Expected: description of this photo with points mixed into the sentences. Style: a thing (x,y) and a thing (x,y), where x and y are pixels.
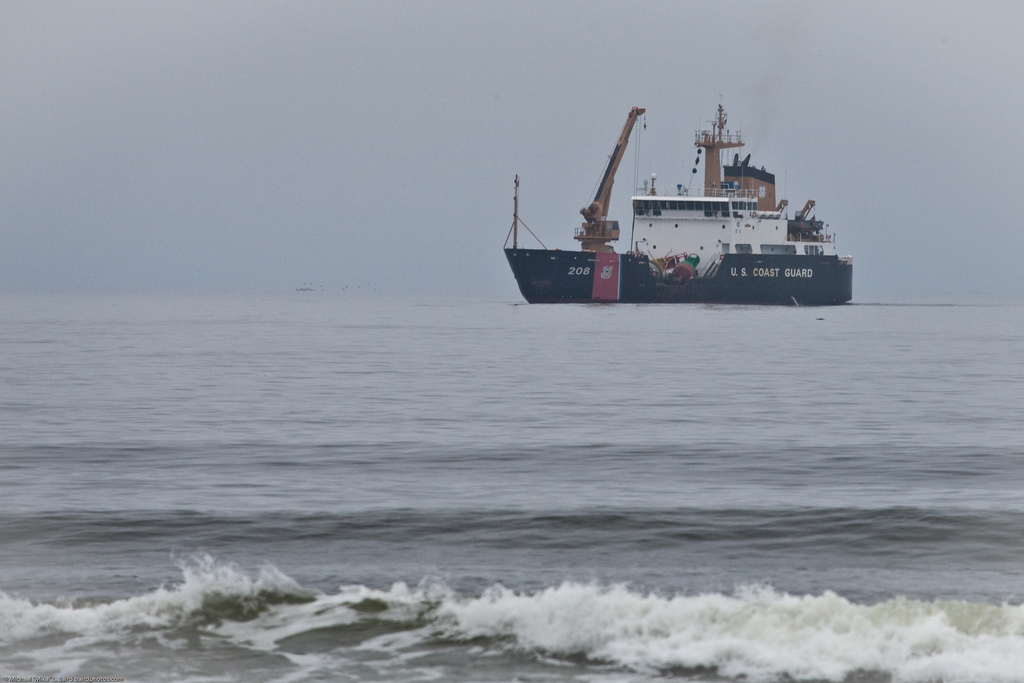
In this image I can see in the middle (609,256) there is the ship (802,258) in white and black color in this water (509,432). At the top (334,113) it is the sky (335,107).
